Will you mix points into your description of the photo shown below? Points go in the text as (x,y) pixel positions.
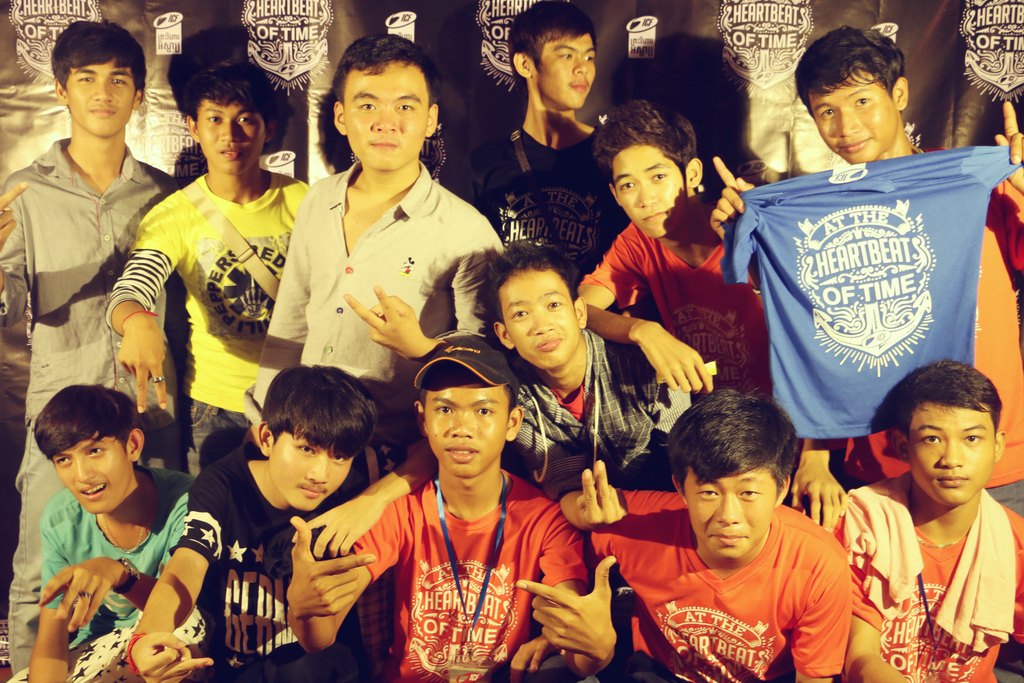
Here, we can see some boys (220,294) standing and some are sitting, at the right side (1013,442) there is a boy (984,234) holding a blue color t-shirt (812,191), in the background (744,2) there are some black color posters (508,23).
